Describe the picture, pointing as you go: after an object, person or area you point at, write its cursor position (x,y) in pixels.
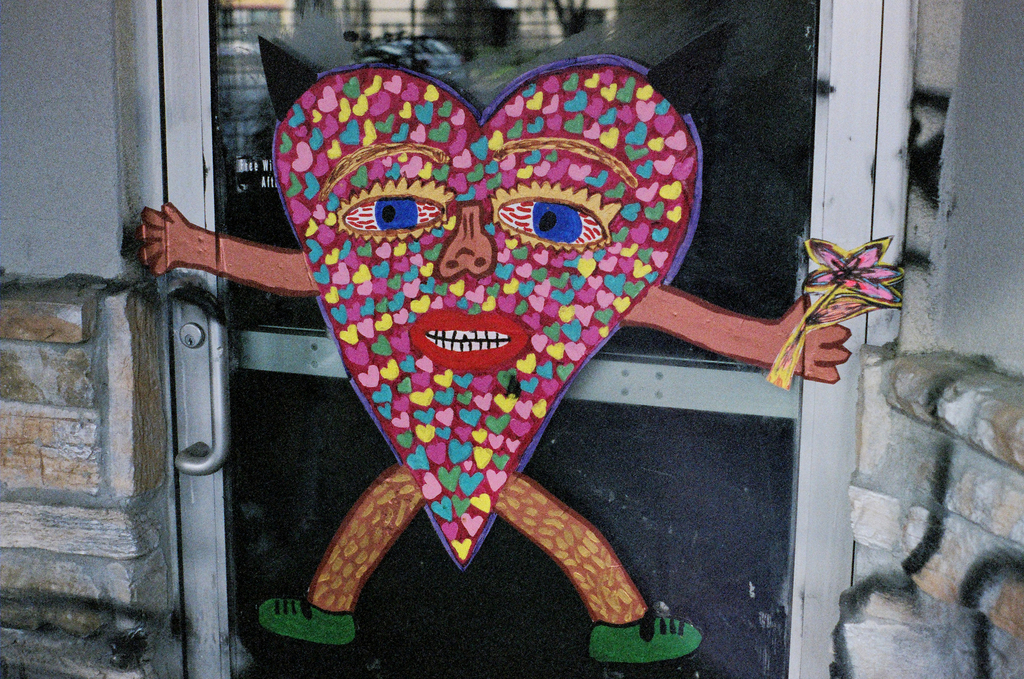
In this image we can see a glass door (310,552) to which some painting (337,292) is attached which is in the shape of heart (441,352) and an animated person (452,383), on left (96,326) and right side of the image (855,475) there is brick wall (13,363).
